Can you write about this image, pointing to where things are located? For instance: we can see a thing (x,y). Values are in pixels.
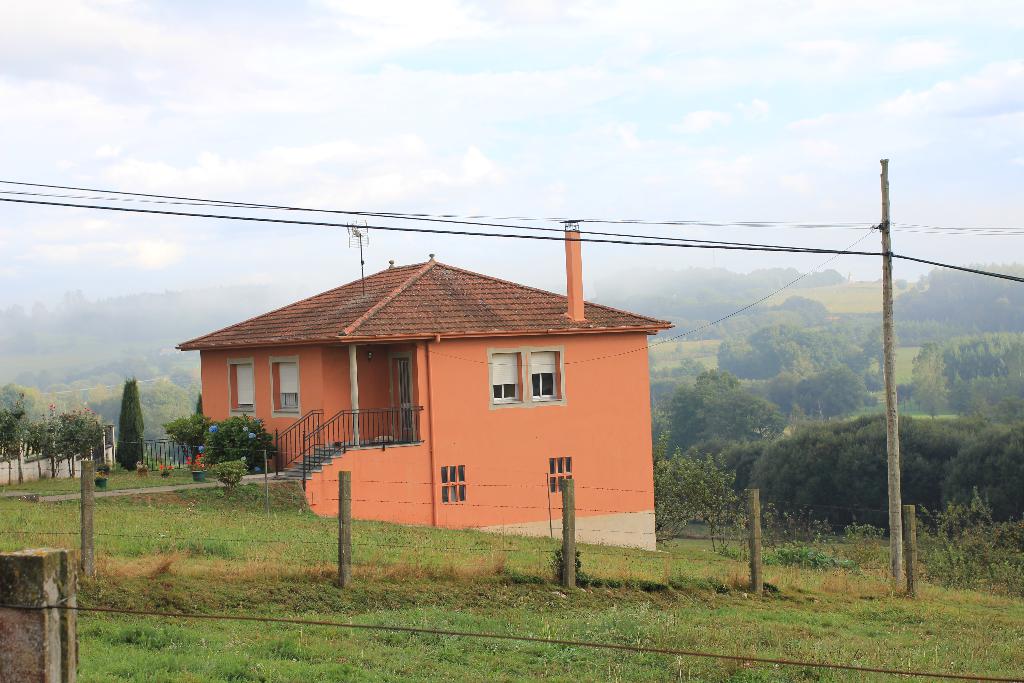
In the image we can see a building (600,430) and these are the windows (549,384) of the building (530,383). This is a grass (378,643), pole (890,342), electric wires (571,219), fence (342,431), stairs (312,447), plant (235,463), trees (187,399), and a cloudy sky (469,123).
